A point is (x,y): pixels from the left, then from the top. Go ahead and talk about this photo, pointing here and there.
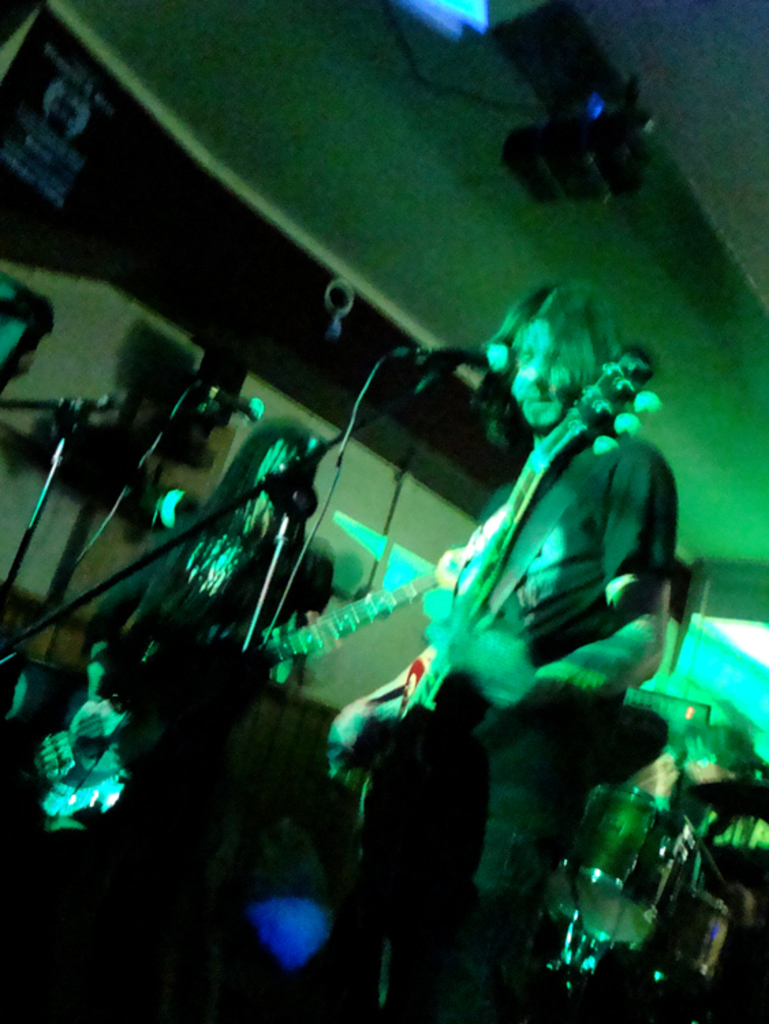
In this picture there is a boy (589,596) wearing black color t-shirt (583,592), standing and playing the guitar (502,571). Behind there is a another boy (223,643) playing guitar (167,701). In the background (719,946) there is a music band (593,821) and on the top (614,162) we can see the projector (614,147) and green lights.
